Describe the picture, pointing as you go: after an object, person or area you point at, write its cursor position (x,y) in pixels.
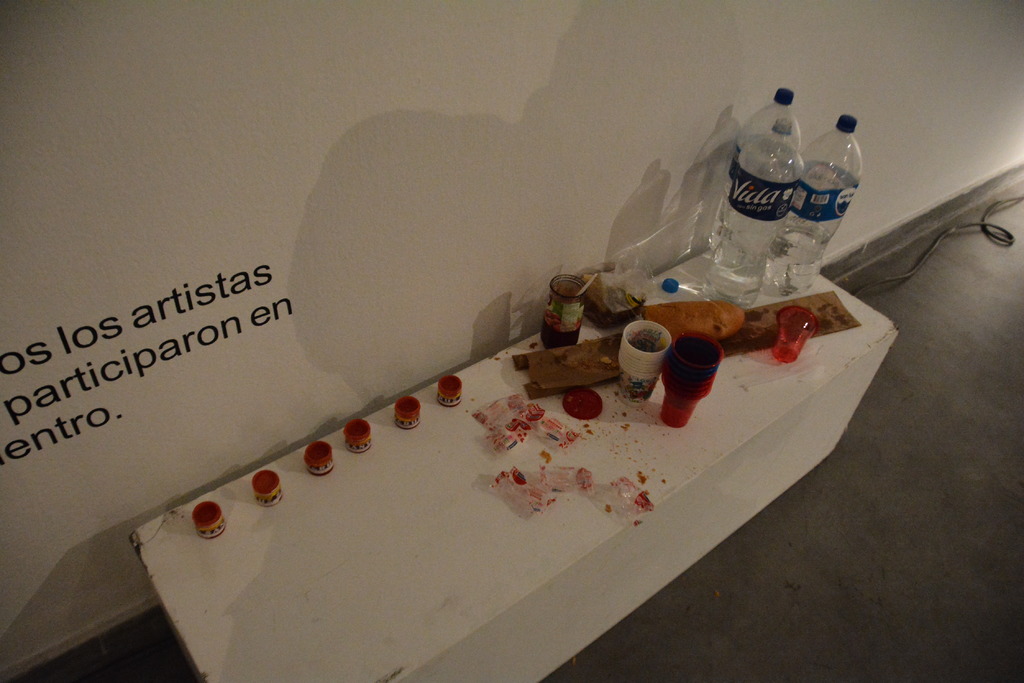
Here we can see that a table (443,458) on the floor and some glasses (645,359) on it, and water bottles (740,205), and some other objects (556,335), and here is the wall (239,268), and something written on it.
